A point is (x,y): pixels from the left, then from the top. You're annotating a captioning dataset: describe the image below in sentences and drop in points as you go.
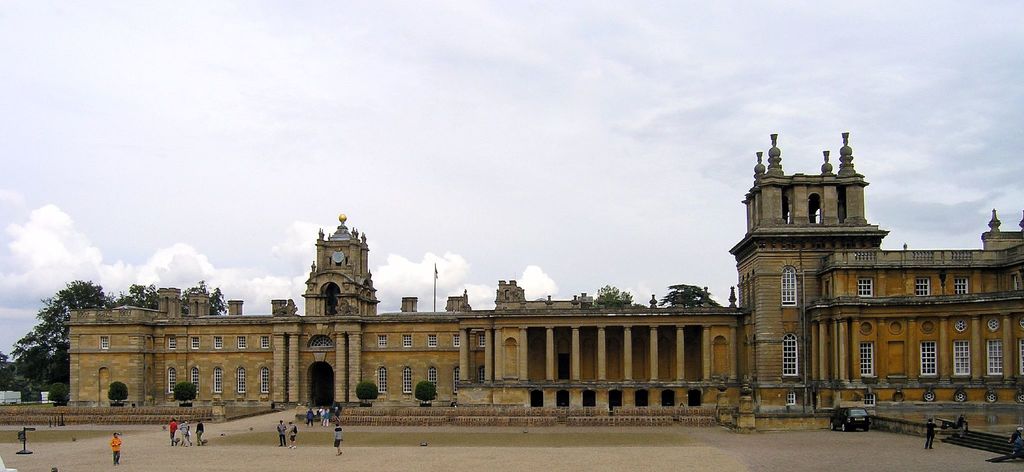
In this image, we can see a building (363,379), pillars (278,335), walls (82,354), windows (873,397), plants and trees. At the bottom of the image (452,448), we can see few people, ground (699,446), car (832,422) and poles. Background (432,283) there is a cloudy sky (444,197). Here we can see a rod (434,300).
